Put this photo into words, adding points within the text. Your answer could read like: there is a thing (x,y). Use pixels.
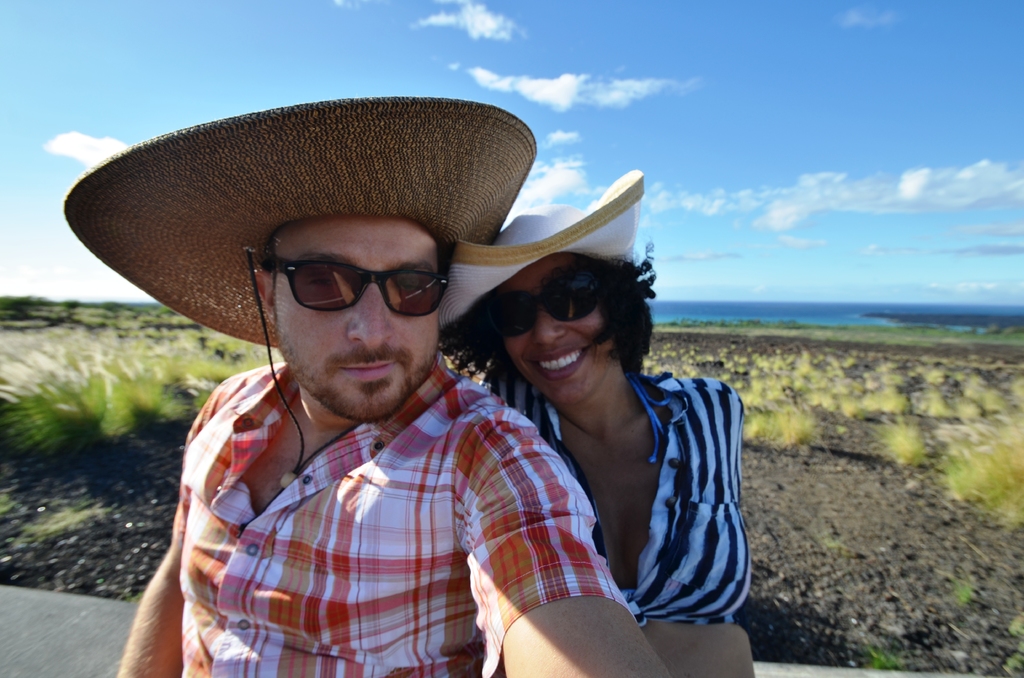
Here we can see a man (359,637) and a woman (556,375). They have goggles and she is smiling. In the background (9,226) we can see sky (843,296) with clouds (564,180).
